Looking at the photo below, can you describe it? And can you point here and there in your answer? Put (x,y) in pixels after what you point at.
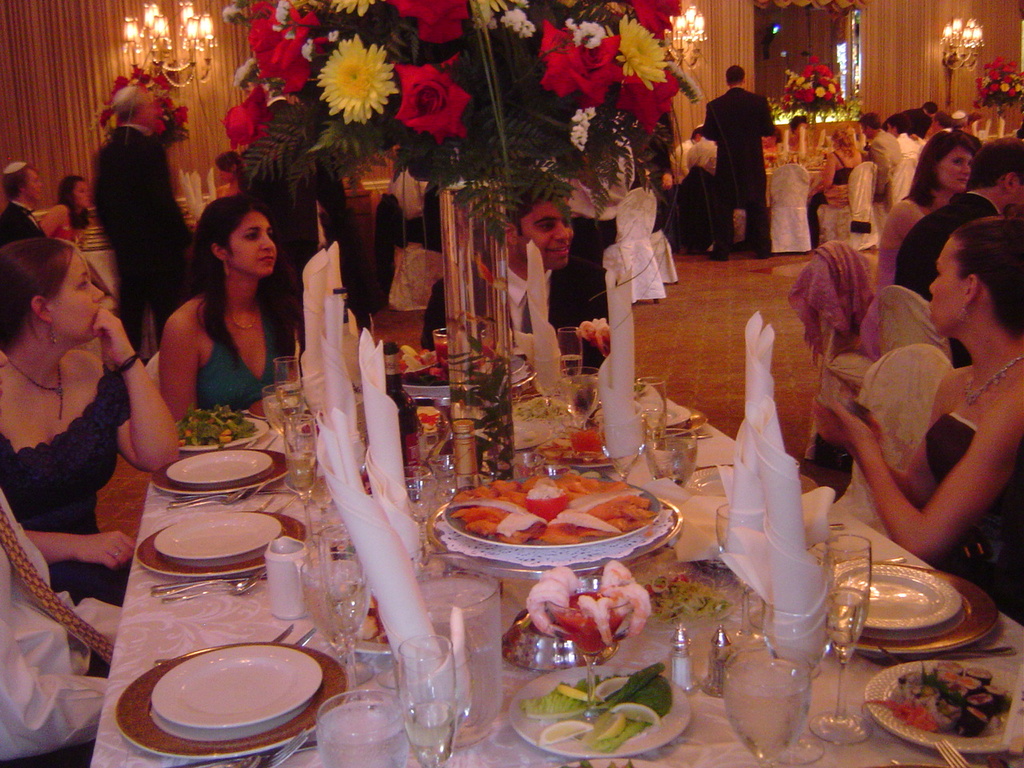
In this image I can see a group of people (263,308) are sitting on the chairs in front of the table (531,678) on which there are plates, glasses (432,684), bowls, flower vase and food items (586,605). In the background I can see chandeliers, curtain (60,38) and a door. This image is taken in a hall (712,323).
